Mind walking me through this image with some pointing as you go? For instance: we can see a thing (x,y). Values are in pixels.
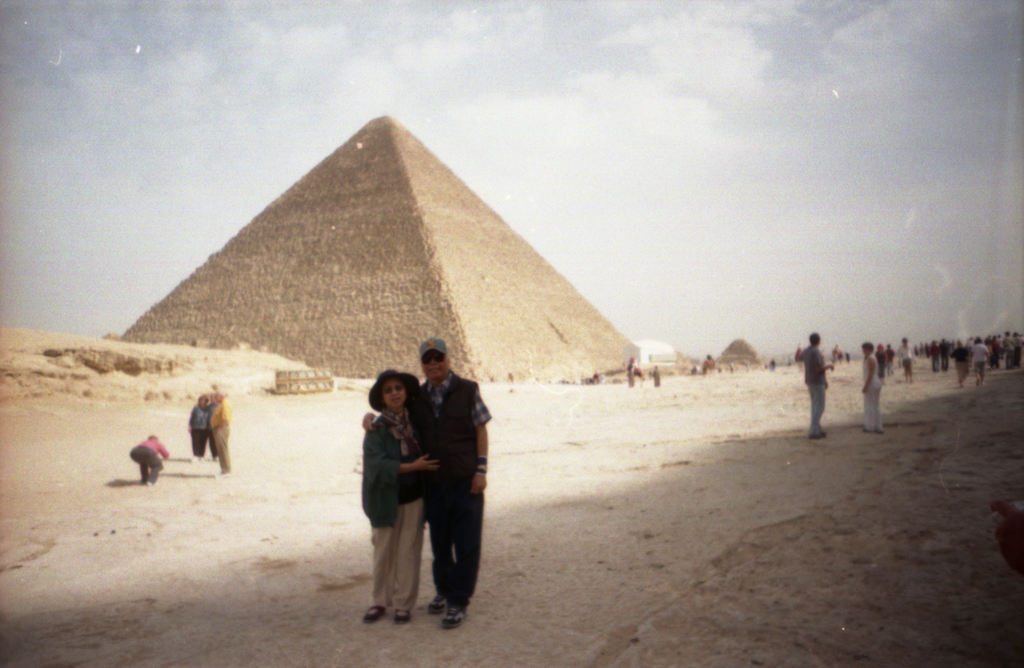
In the picture I can see a group of people (449,402) are standing on the ground (533,547). In the background (354,309) I can see a pyramid (376,294), the sky (511,183) and some other objects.
